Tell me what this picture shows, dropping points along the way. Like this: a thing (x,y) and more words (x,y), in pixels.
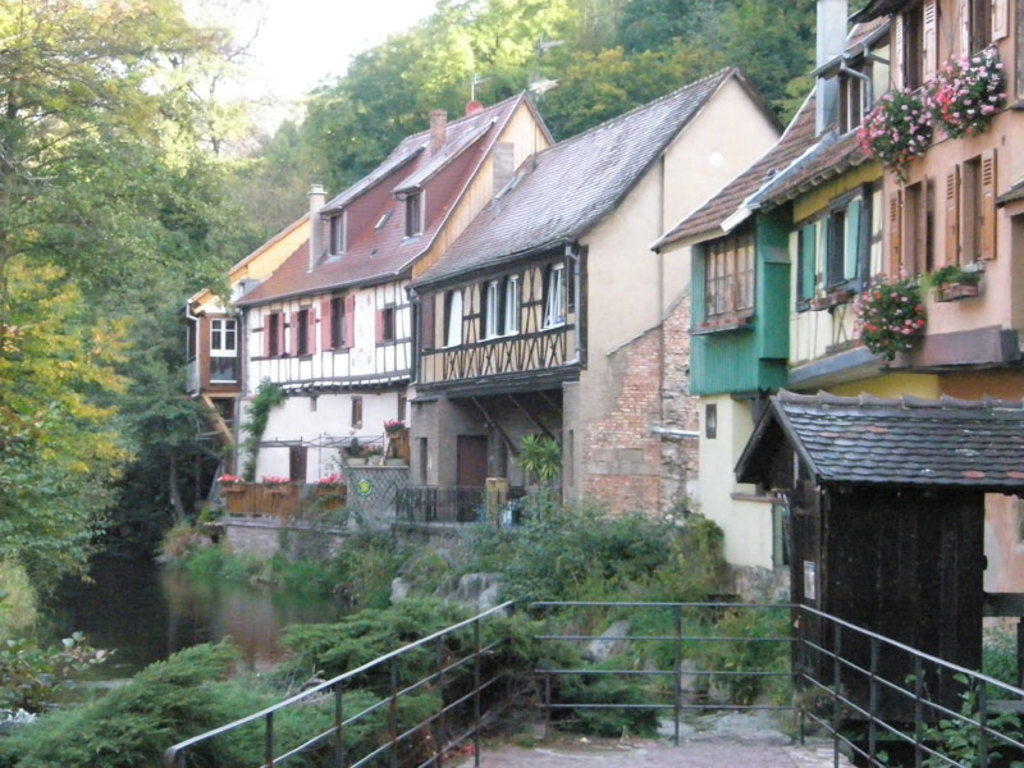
In this image I can see the railing (539,673), plants (531,682), buildings (506,411) and the water (153,644). In the background (103,300) I can see the trees (379,73) and the sky (298,45). I can see few plants (975,103) to the building (844,393).
